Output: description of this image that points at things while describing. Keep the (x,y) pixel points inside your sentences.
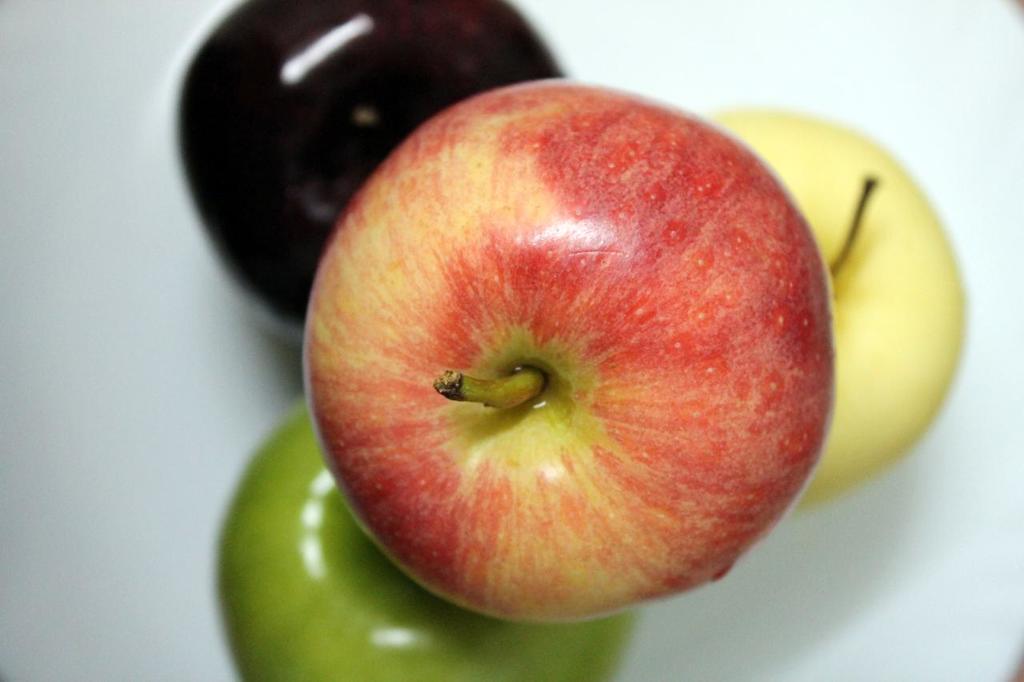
In this image there are few apples (538,329) which are of different colours are on the plate (868,627). Bottom of image (358,664) there is a green colour apple (405,644). Right side (939,327) there is a yellow colour apple (869,359). Top of it there is a red colour apple (750,384). Top of image (321,59) there is a maroon colour apple (344,94).
